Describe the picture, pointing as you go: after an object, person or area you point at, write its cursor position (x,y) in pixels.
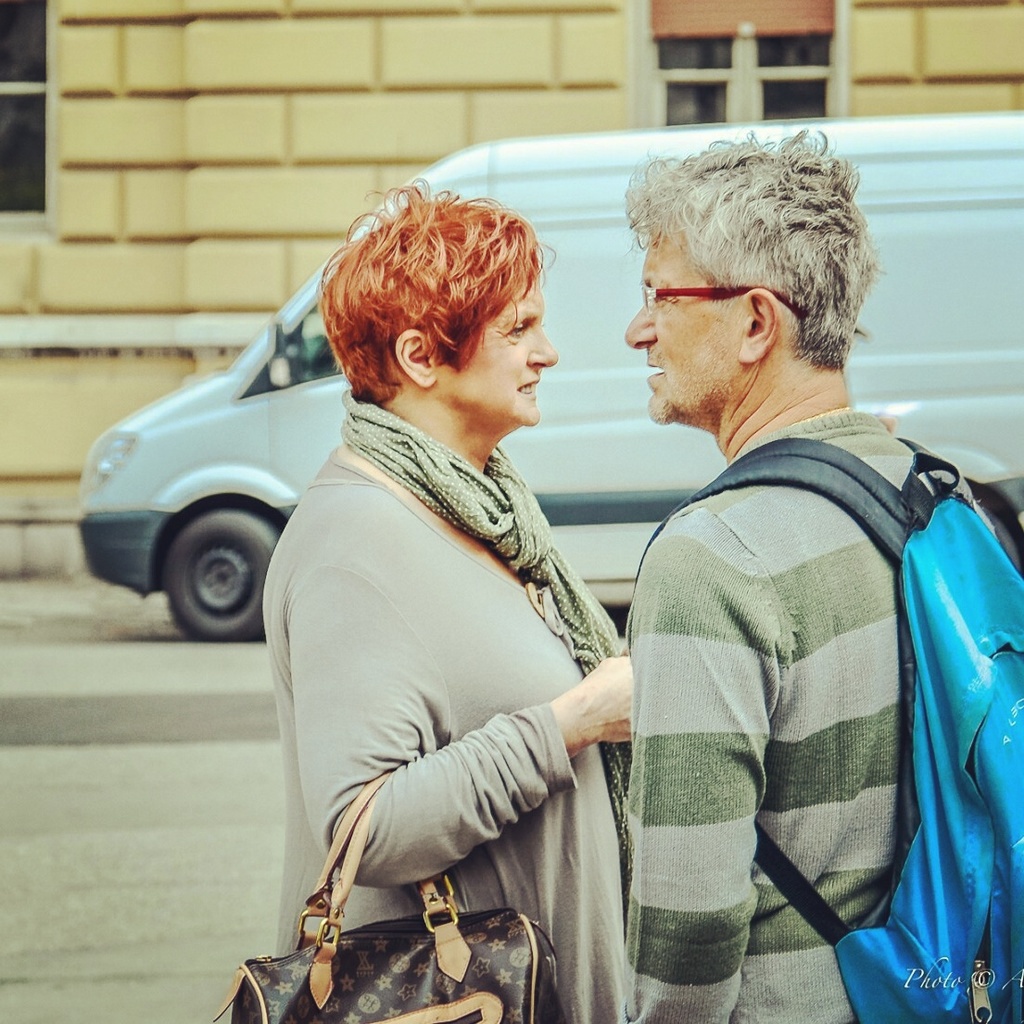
In this picture we can observe a couple (744,446). There is a man (704,298) wearing spectacles (677,290) and a bag (877,511) on his shoulders (881,515) which is in blue color. We can observe a woman (454,534). There is a scarf (423,478) around her neck (395,453). She is holding a bag (345,934). In the background (145,501) there is a vehicle (927,292). We can observe a yellow color wall (393,61) and a window (725,84) here.
